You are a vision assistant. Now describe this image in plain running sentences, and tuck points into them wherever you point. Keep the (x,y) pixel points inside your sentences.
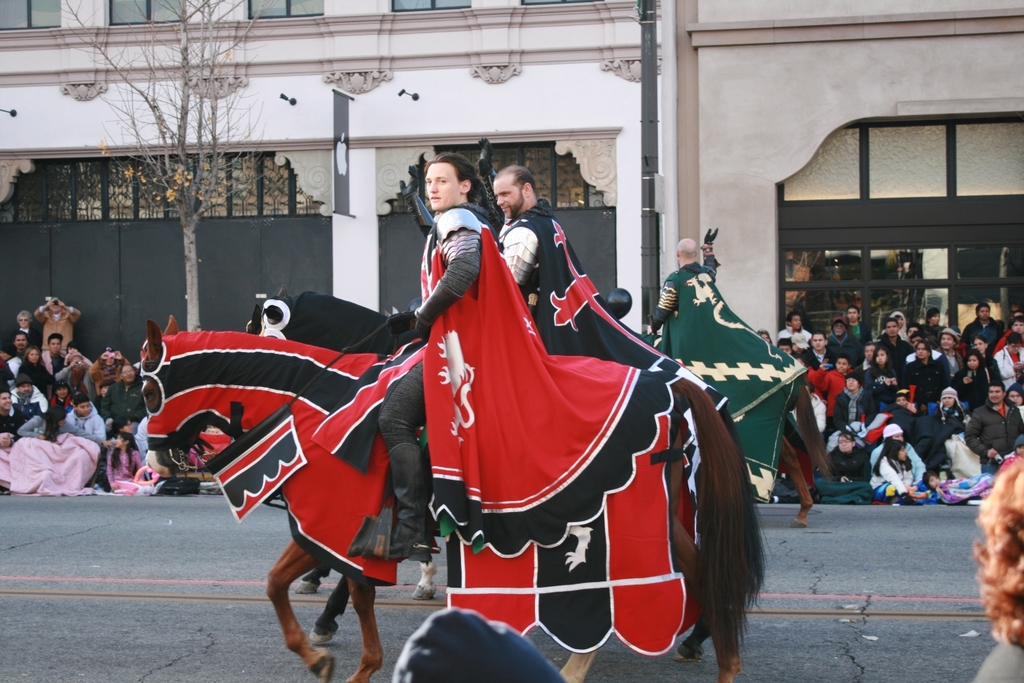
In the center of the image (531,262) we can see some persons (547,309) are riding the horses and wearing costume (496,430). In the background of the image (51,441) we can see a group of people (23,380). At the bottom of the image (114,569) we can see the road (86,578). At the top of the image (492,115) we can see the buildings (485,105), tree (172,132), wall (371,103), pillars (662,35), pole (646,49), lights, windows (55,181), doors (226,306).
